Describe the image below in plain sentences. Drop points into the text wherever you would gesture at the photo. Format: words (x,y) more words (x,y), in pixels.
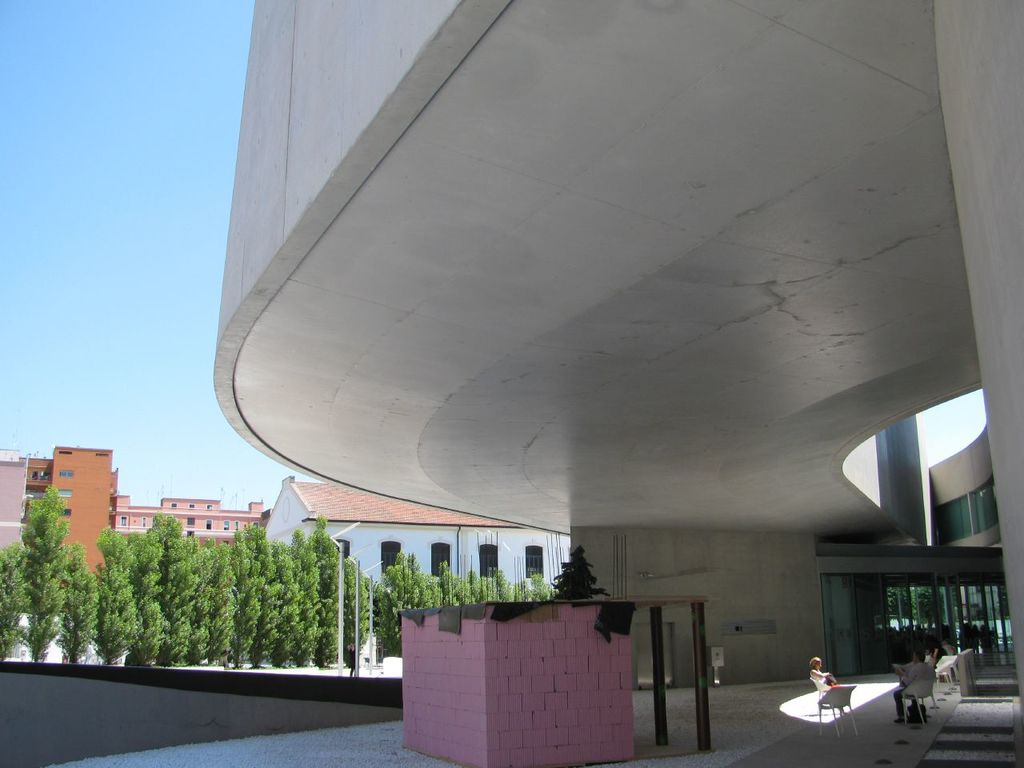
In this image we can see there are buildings (528,467). And we can see the persons (924,659) sitting on the chair (828,701). There is the roof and there are clothes (614,613), poles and the sky (114,248).
